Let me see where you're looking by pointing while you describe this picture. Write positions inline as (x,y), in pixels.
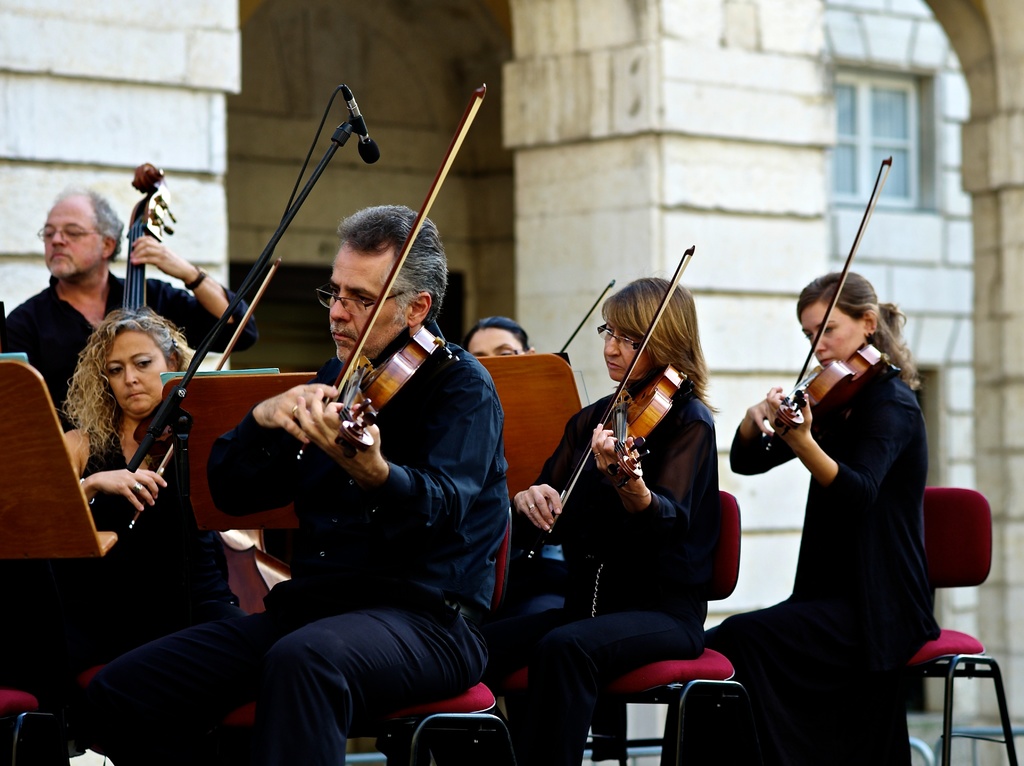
In this image we can see group of persons (329,548) sitting on the chairs (661,672) and holding a violin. In the background (513,92) there is a building (331,63).
